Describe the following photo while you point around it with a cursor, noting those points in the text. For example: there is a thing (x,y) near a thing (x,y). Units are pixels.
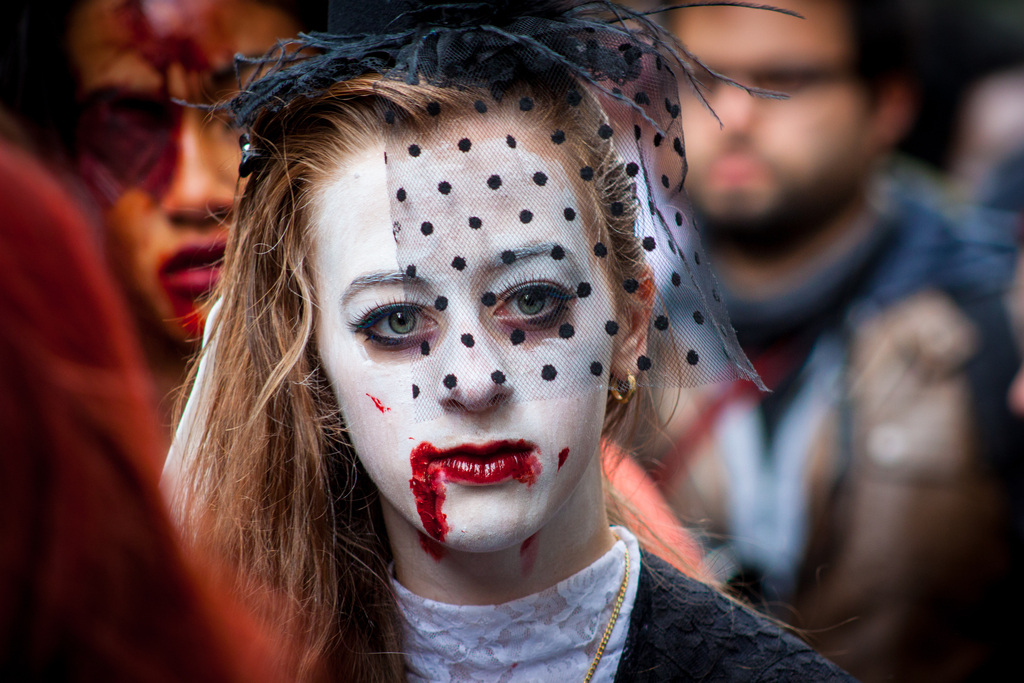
In front of the picture, we see the girl (776,641) with Halloween makeup (381,400). Behind her, we see a man (200,182) with Halloween makeup (155,167). In the background (904,175), we see a man (754,277) is standing. This picture is blurred in the background (812,464). On the left side (83,298), we see the red color cloth (145,496).
